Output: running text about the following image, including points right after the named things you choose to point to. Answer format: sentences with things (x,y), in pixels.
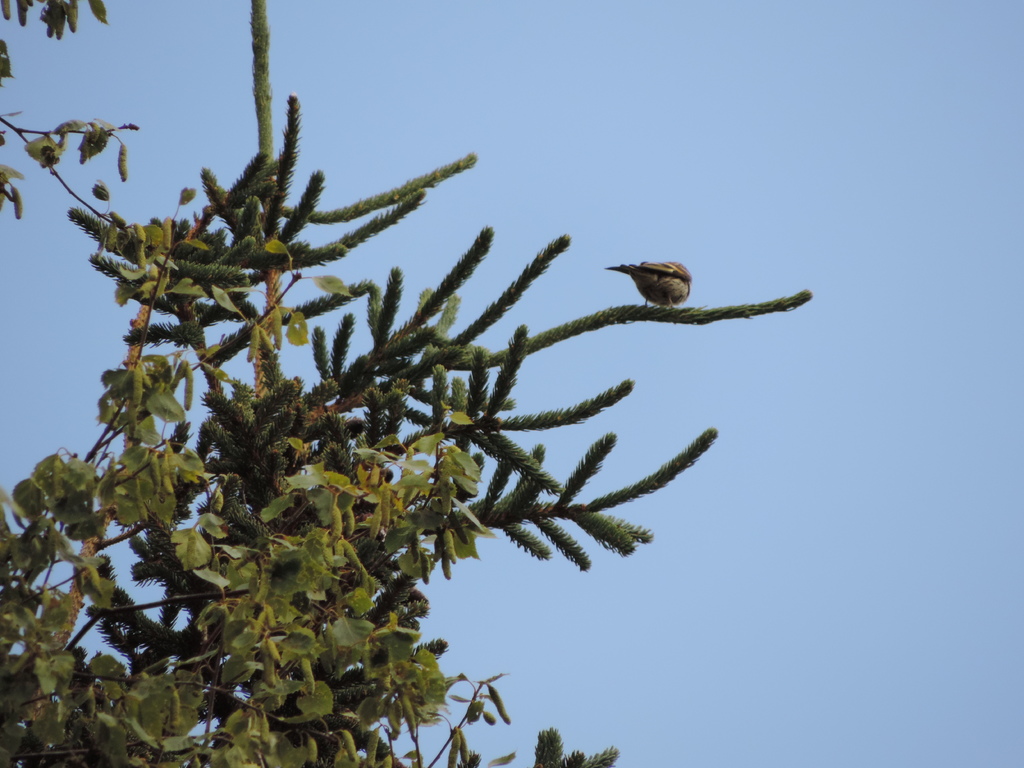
In this image, there is a bird (656,281) on the branch (606,316) which is on the blue background (940,296).
